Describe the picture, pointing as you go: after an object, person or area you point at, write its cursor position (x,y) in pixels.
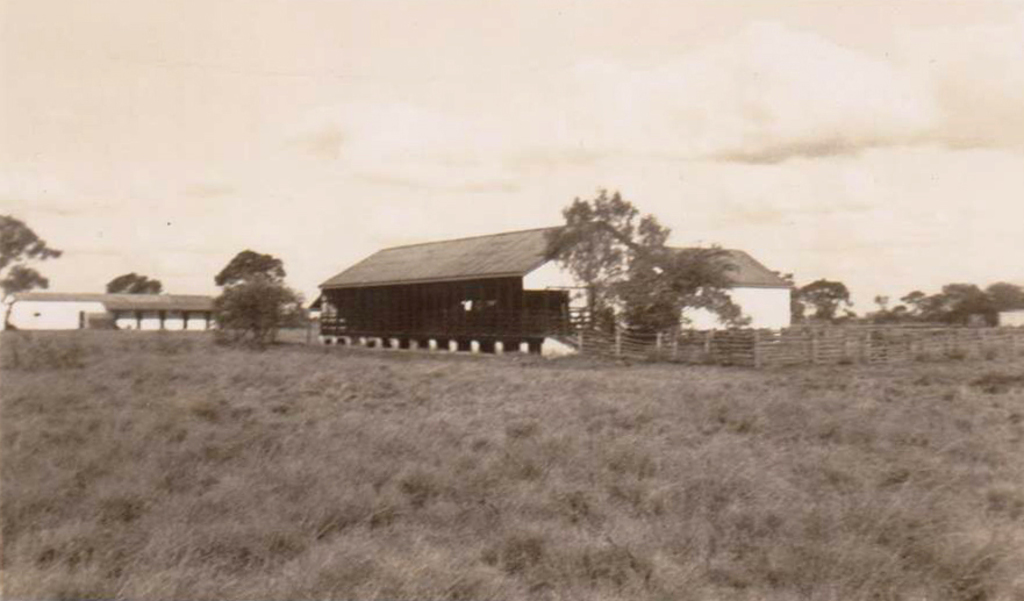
In the foreground of this black and white image, at the bottom (473,523), there is grass (606,489). In the middle (554,243), there are houses (375,276) and trees (635,276). At the top (430,56), there is the sky (437,40).
